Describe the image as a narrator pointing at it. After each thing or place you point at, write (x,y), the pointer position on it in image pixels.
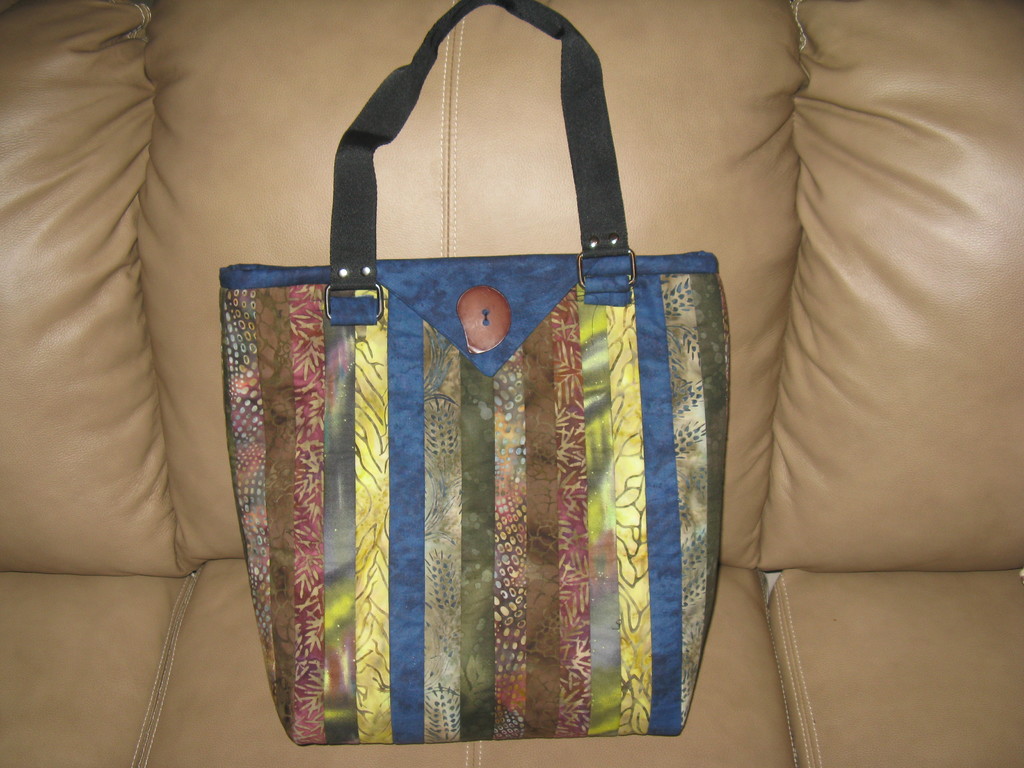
In this image I see a bag (609,289) which is colorful and it is on the couch (972,658).
